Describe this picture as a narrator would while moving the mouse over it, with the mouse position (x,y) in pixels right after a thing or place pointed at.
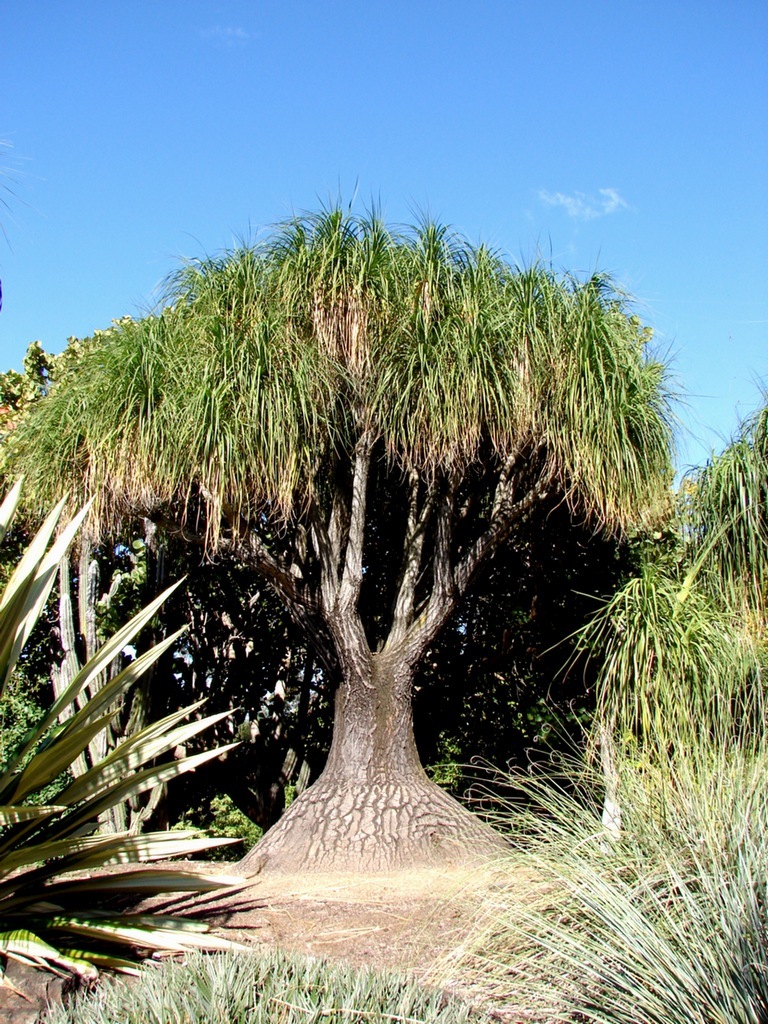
In this image I can see few trees (385,416) and the sky (411,187) is in blue color.
